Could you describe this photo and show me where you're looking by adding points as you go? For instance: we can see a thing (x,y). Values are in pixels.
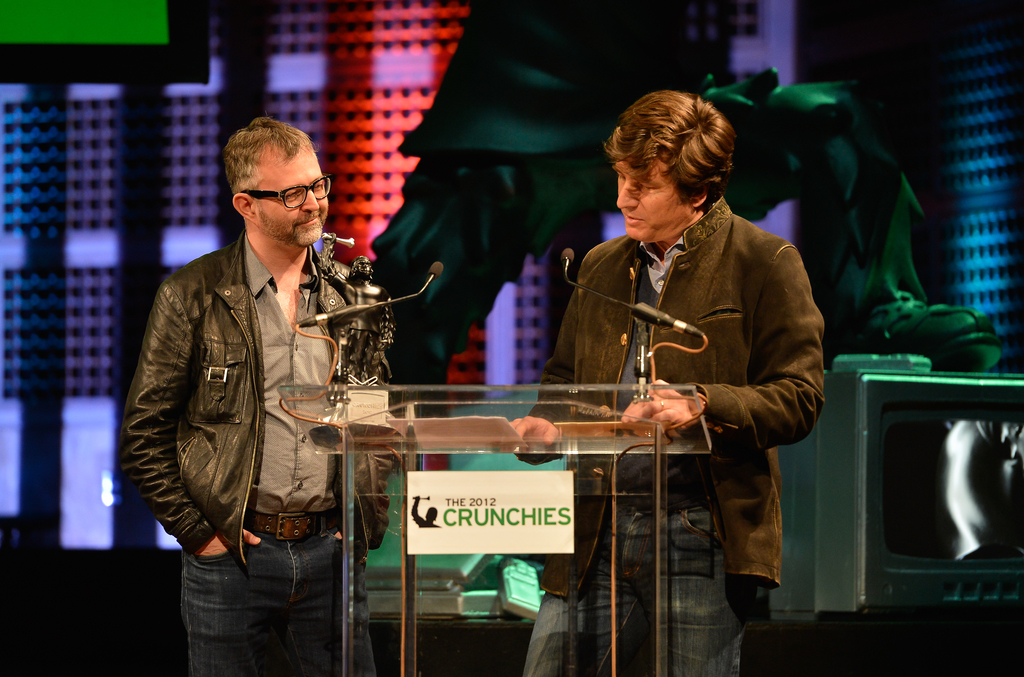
In this image we can see two persons (271,289) standing. One person (308,199) is wearing spectacles (296,191) and a coat (223,516). In the foreground (478,486) we can see a podium (652,453) with two microphones (658,321) on stands (346,352) and a prize (375,328). In the background (842,536), we can see a television (901,429), some lights (344,89) and a statue (573,129).
